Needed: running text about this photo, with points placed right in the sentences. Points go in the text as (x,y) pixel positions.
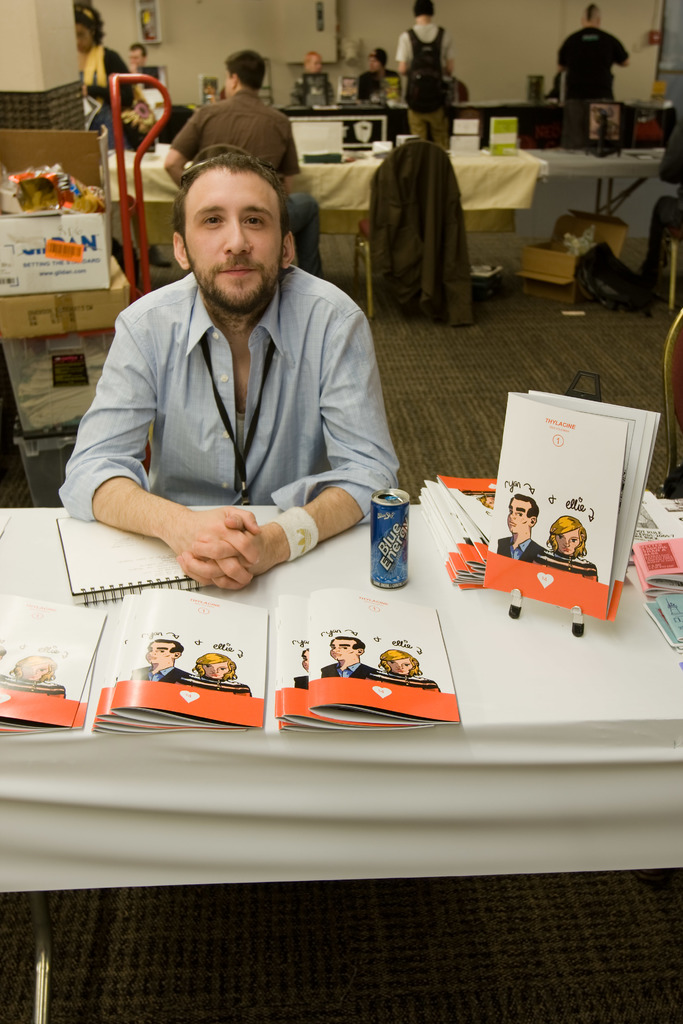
This is the picture of a person (273,374) wearing blue shirt (265,473) sitting on the chair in front of the table (642,675) on which there are some books (511,478) and tins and behind him there are some people (131,89) sitting on the chairs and some people (564,64) standing.
